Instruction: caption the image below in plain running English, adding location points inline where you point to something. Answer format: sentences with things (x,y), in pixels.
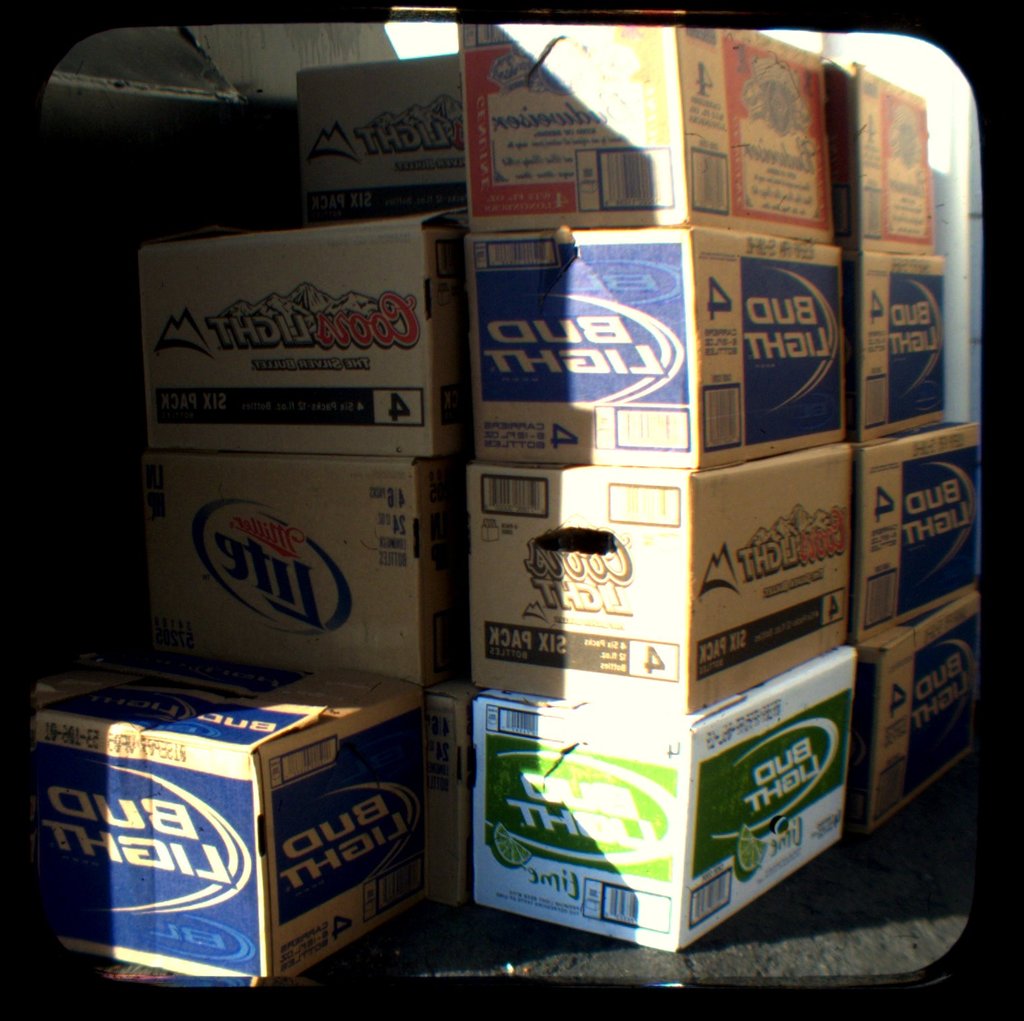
In the image there are a set of boxes (690,464) containing some items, they are arranged in an order.
